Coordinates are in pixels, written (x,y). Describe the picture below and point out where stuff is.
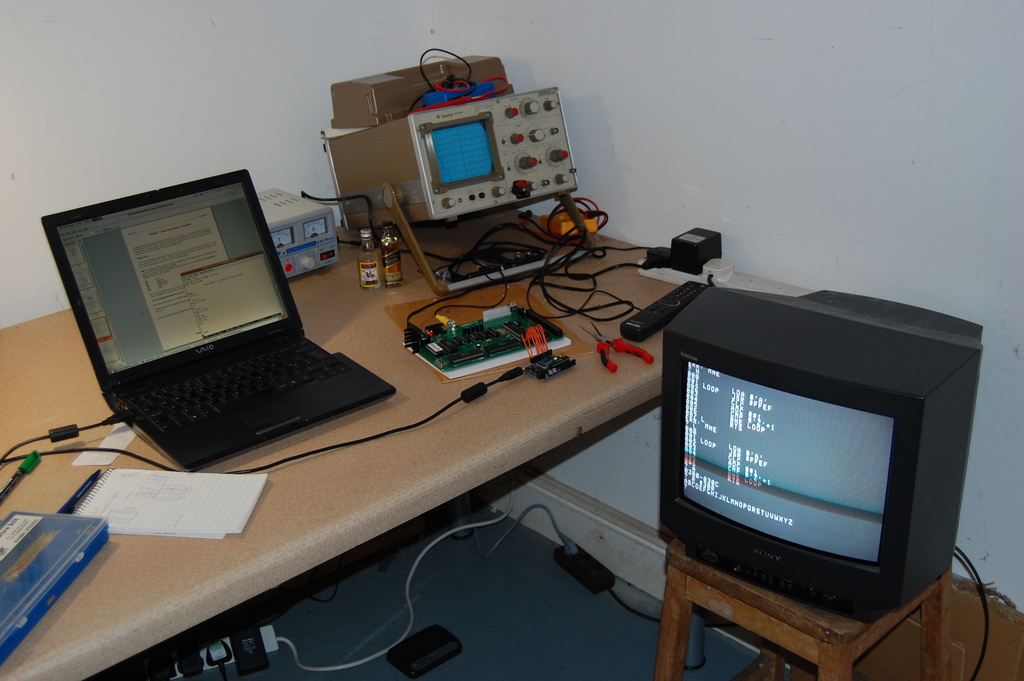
In this image we can see instruments (496,204), wires (598,250), papers (139,492), cutting plier (616,365), spike guard (671,256) and bottles (361,286) on the table (363,294). On the right side of the image (871,459) we can see television (808,478) on the stool (824,642). In the background (599,70) there is a wall (384,56).
